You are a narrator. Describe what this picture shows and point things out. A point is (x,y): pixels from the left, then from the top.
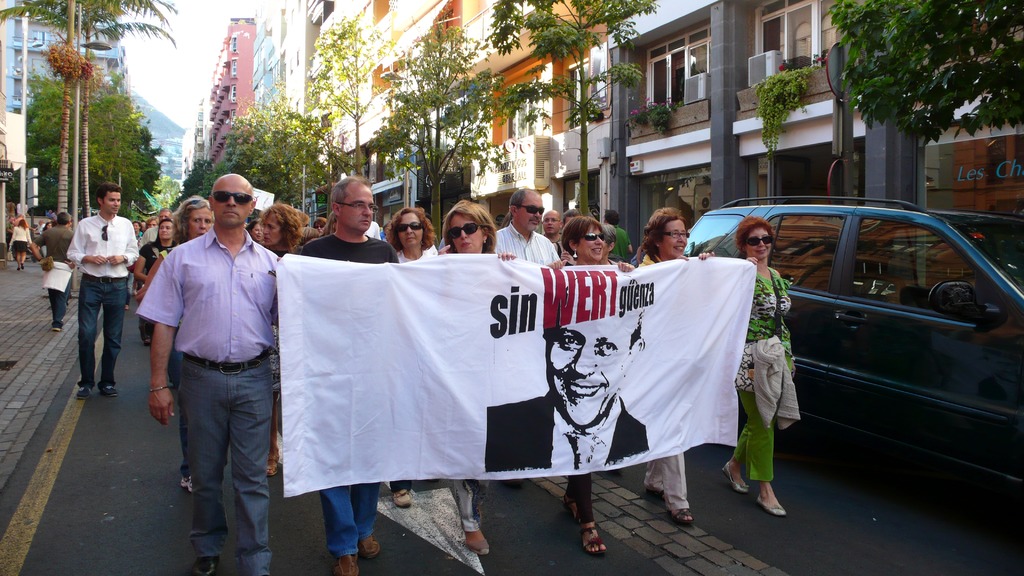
These people (109,216) are walking and holding banner (551,319) and we can see car (878,246) on the road (792,470). Background (905,23) we can see buildings (19,117), trees (959,18) and sky (131,47).
